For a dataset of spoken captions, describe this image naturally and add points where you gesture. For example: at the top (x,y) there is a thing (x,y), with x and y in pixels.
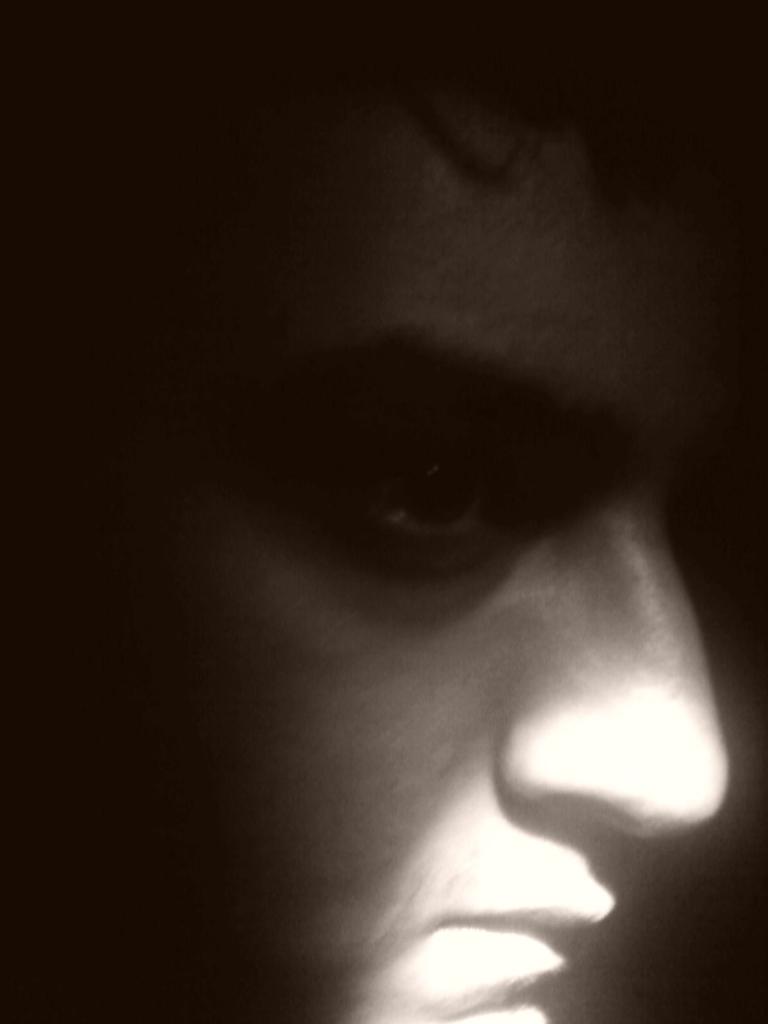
In this picture I can see a person (525,352) and a dark background (99,7). It is a black and white picture.
